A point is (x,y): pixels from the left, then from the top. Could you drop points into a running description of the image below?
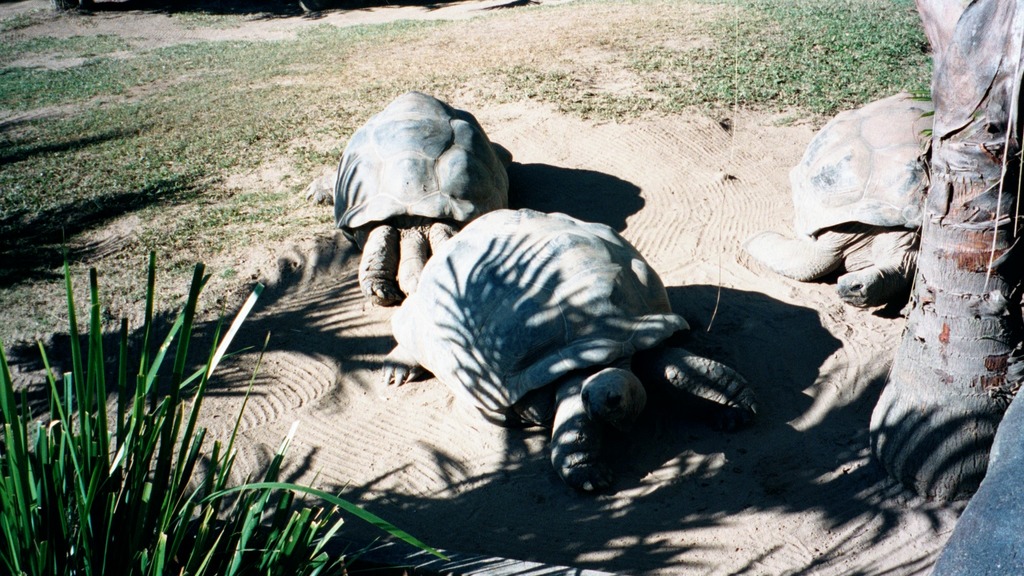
In this image I can see a tortoise (464,194) and there is grass (132,422) in the bottom left (149,465) and there is a trunk (975,272) of tree (975,272) on the right side (1012,293).
